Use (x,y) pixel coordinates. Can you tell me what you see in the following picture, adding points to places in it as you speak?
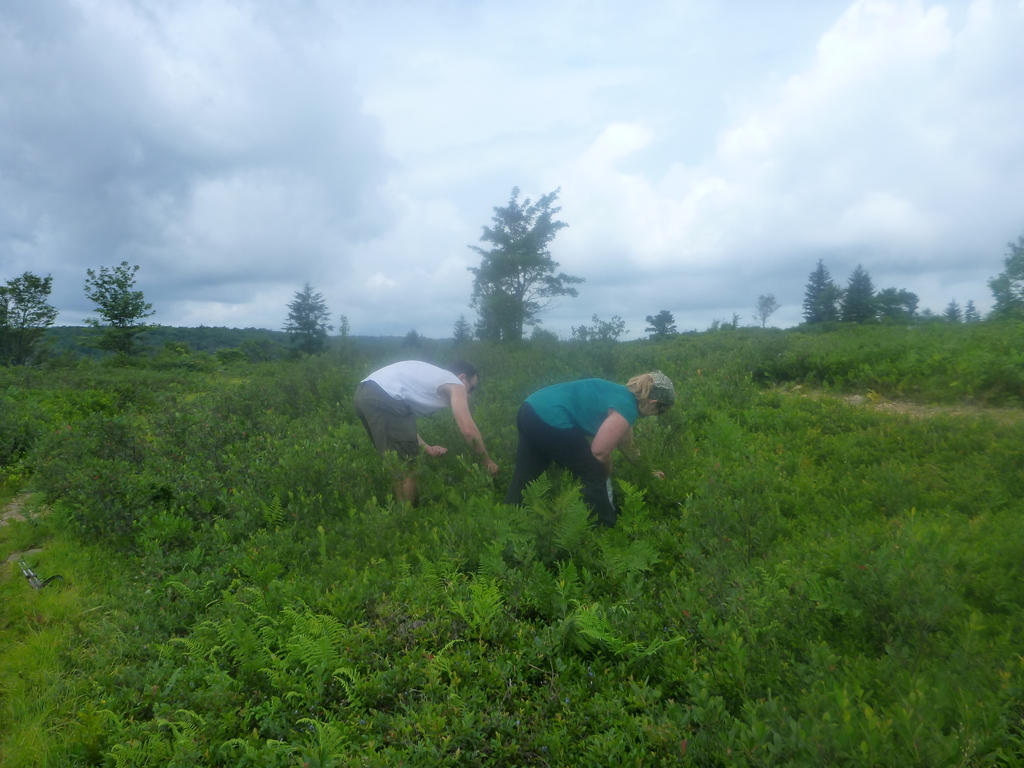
As we can see in the image there are plants (450,435), trees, two people (540,411) over here and on the top (525,95) there is sky (598,40).
